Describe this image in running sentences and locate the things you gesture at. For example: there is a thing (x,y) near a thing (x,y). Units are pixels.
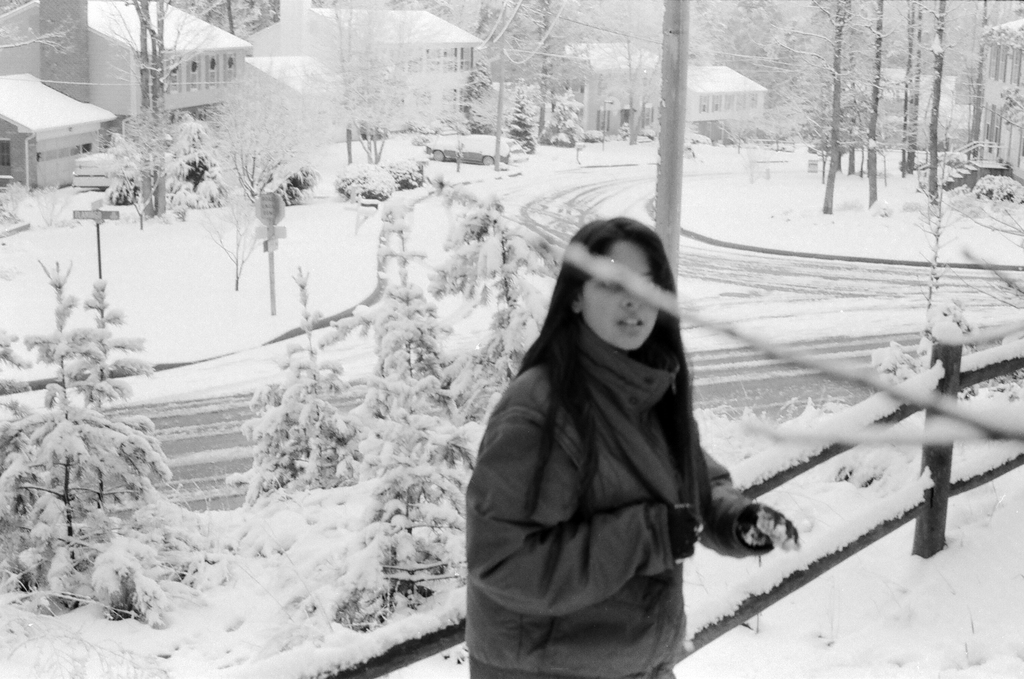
This is a black and white image and here we can see a lady (632,471) wearing a coat (658,521) and gloves (744,513) and in the background (770,297), we can see buildings (696,117), trees (470,123), poles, boards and some plants (297,171), stairs (955,170), a road (784,311) and a fence (800,455) are covered by snow (310,291).
